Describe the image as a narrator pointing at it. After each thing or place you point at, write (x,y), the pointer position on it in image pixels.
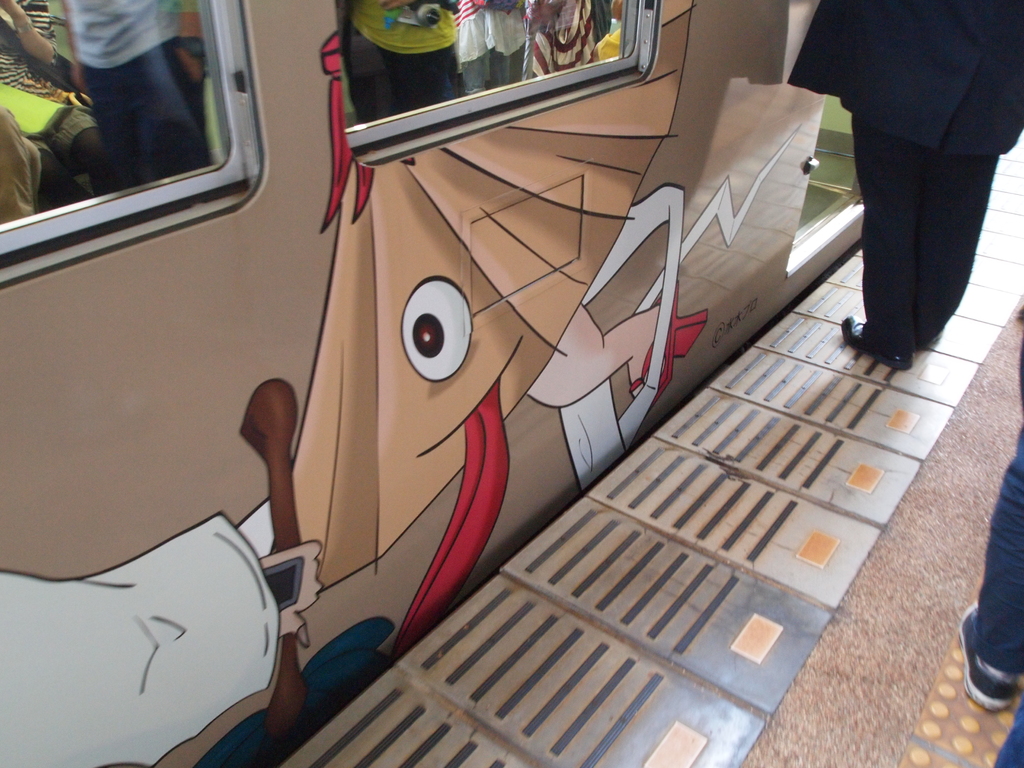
In this image I can see a vehicle (140,249) and I can also see a person (910,29) standing and the person (907,128) is wearing black color dress (936,276). Background I can see two windows (522,61).
